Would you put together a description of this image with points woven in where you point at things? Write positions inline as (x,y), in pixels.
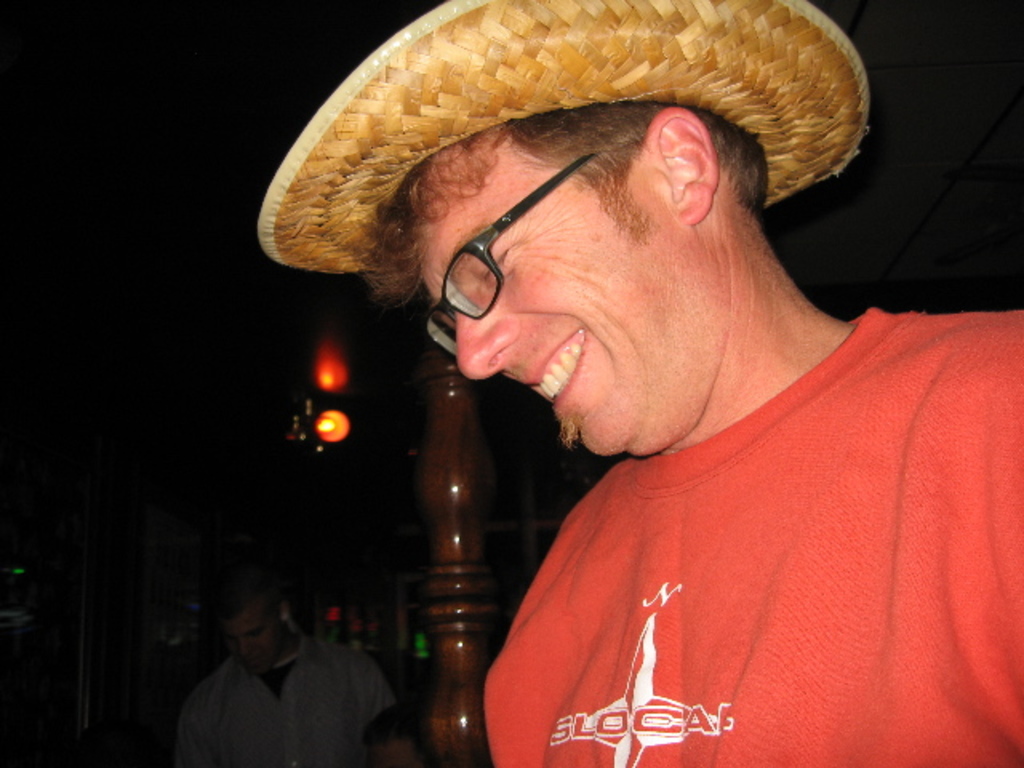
In this picture I can see two persons (1012,716), there is a man (600,690) with a hat (653,17), there are objects (301,430) in the dark background (327,436).
